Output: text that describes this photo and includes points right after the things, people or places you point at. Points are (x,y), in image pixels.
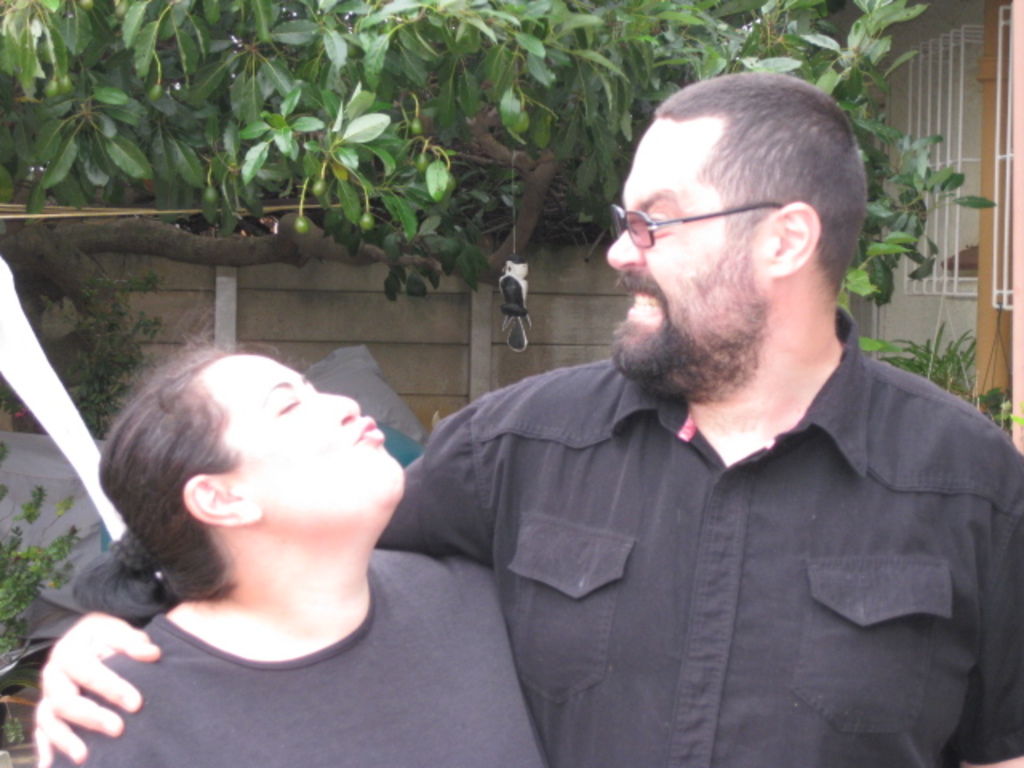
In this image I can see two persons (401,508) standing, the person (615,518) at right (852,599) wearing black shirt (516,584) and the person (489,601) at left (335,711) is also wearing black shirt (420,701), at the back (385,325) I can see wall (432,392) in cream color and trees (323,75) in green color.
